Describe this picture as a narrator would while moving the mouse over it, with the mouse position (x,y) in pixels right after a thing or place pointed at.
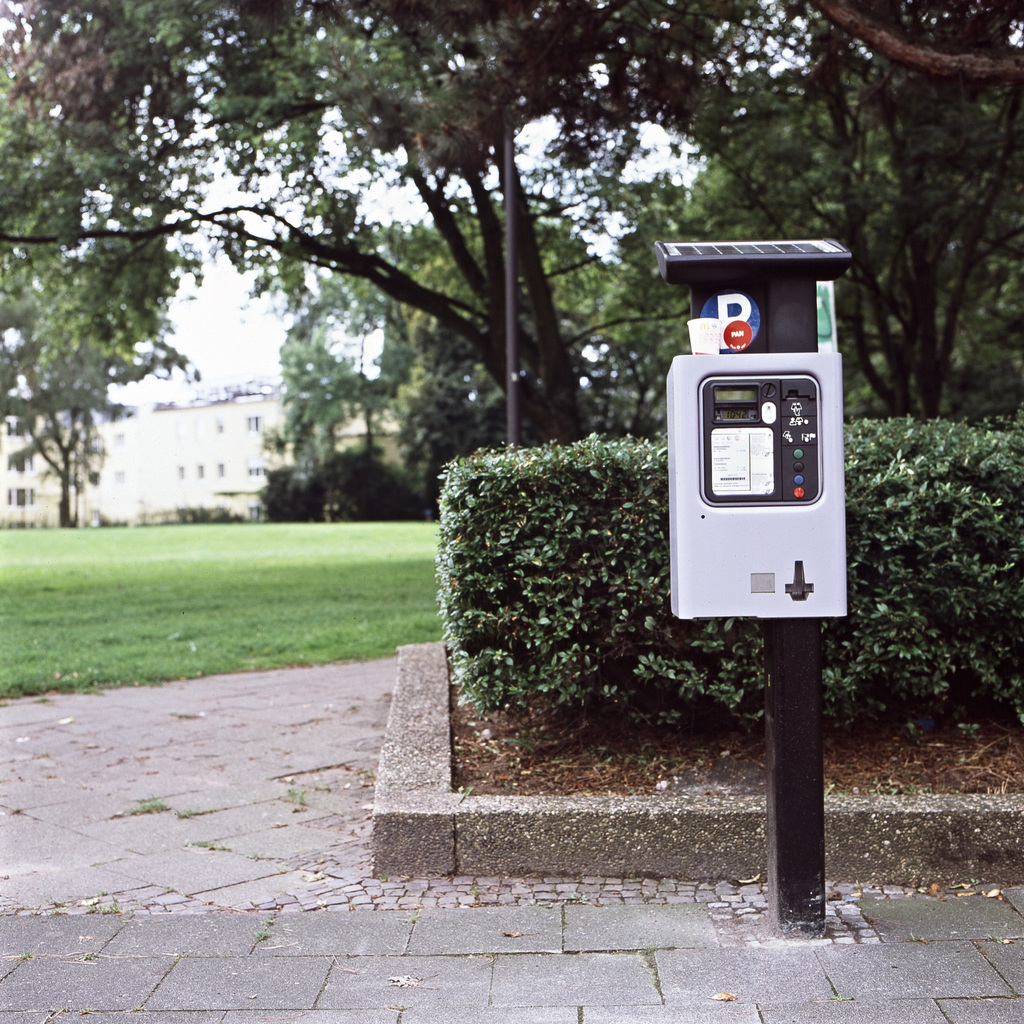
In the picture I can see an object (794,466) attached to a pole (801,629) below it and there are few plants (901,504) behind it and there is a greenery ground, trees (356,263) and buildings (241,438) in the background (187,406).
